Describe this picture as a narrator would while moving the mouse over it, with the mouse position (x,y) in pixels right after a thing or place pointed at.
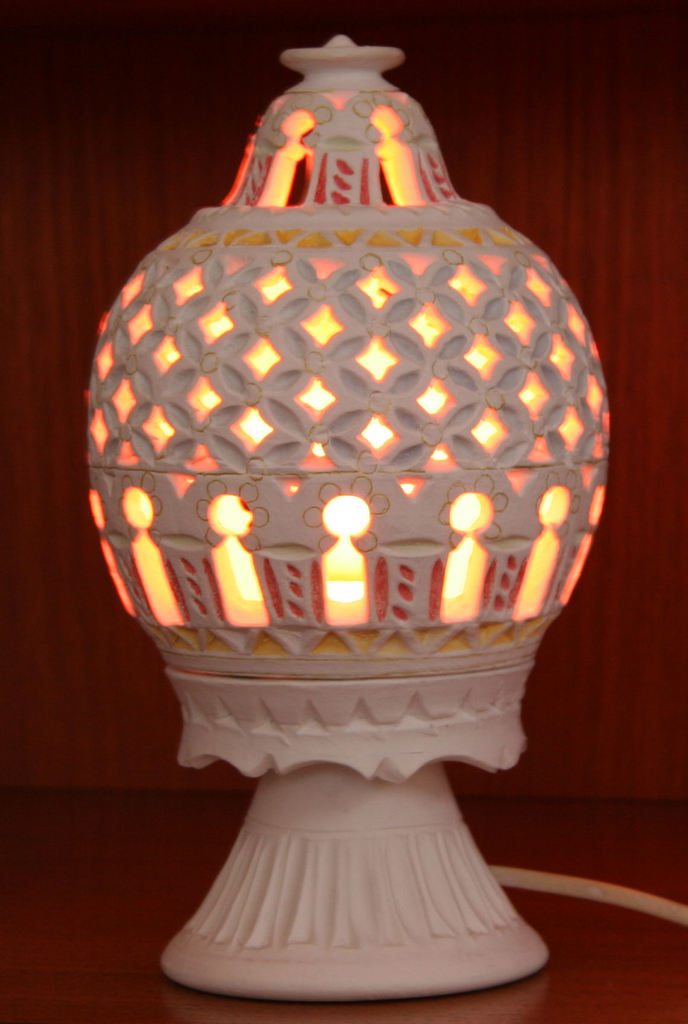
In this image we can see a lamp (484,974) on the wooden surface (579,1004). It seems like a wooden wall (683,402) in the background (631,422).
